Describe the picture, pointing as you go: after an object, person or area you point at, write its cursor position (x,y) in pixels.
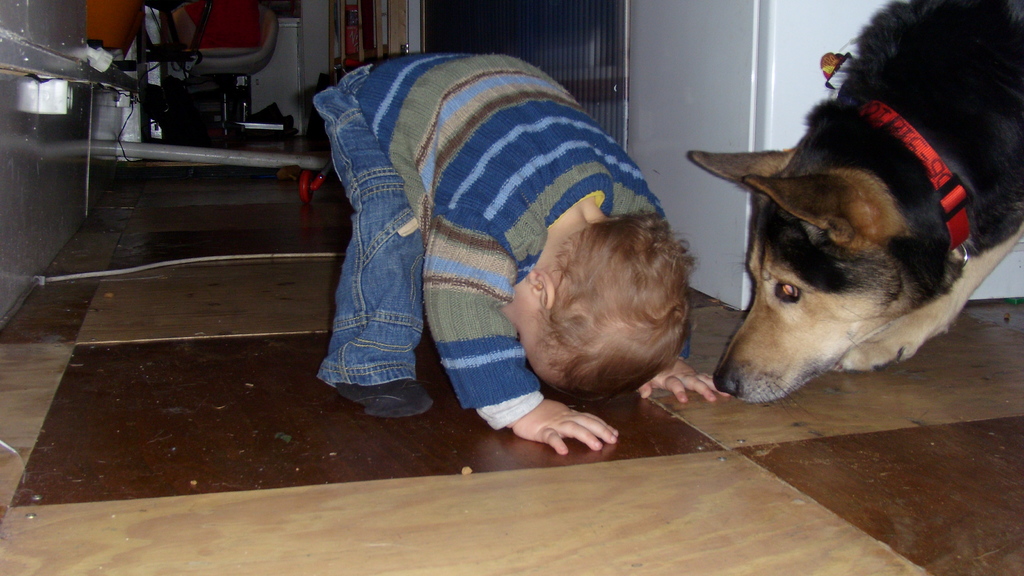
In this image I can see a child (506,214) standing in-front of the dog (836,265).
